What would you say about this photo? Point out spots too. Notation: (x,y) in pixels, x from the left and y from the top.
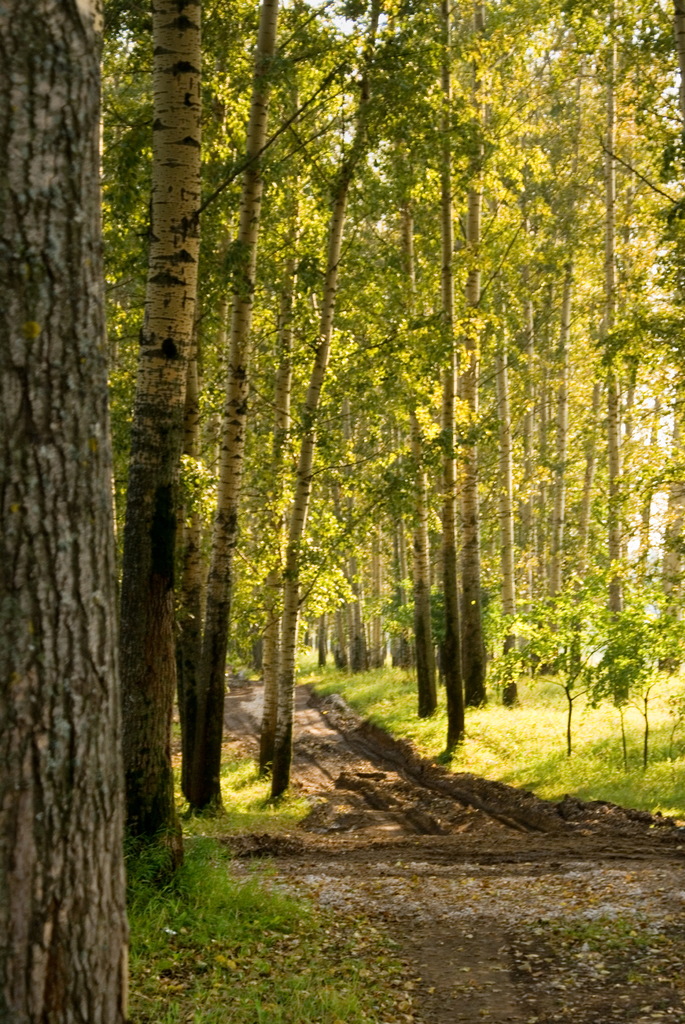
In this image we can see there are some trees (290,663), grass (188,901) and leaves (521,923) on the ground (524,934), also we can see the sky (643,440).
